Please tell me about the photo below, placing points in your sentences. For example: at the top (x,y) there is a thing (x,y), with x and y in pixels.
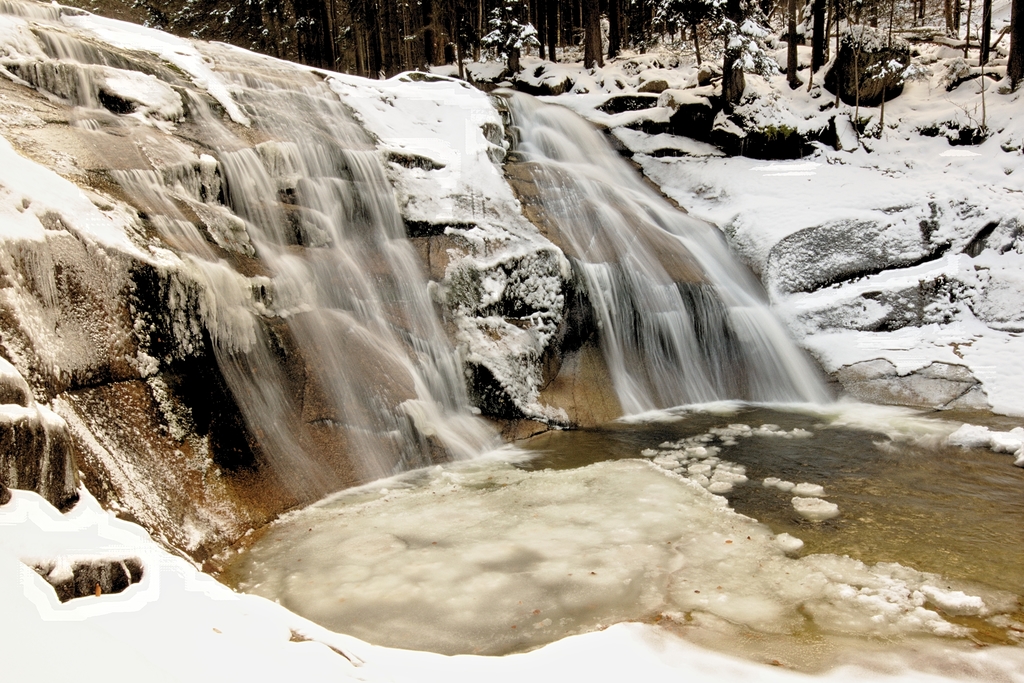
In this image there is a waterfall (278,139), snow (808,195) and trees (982,44).
